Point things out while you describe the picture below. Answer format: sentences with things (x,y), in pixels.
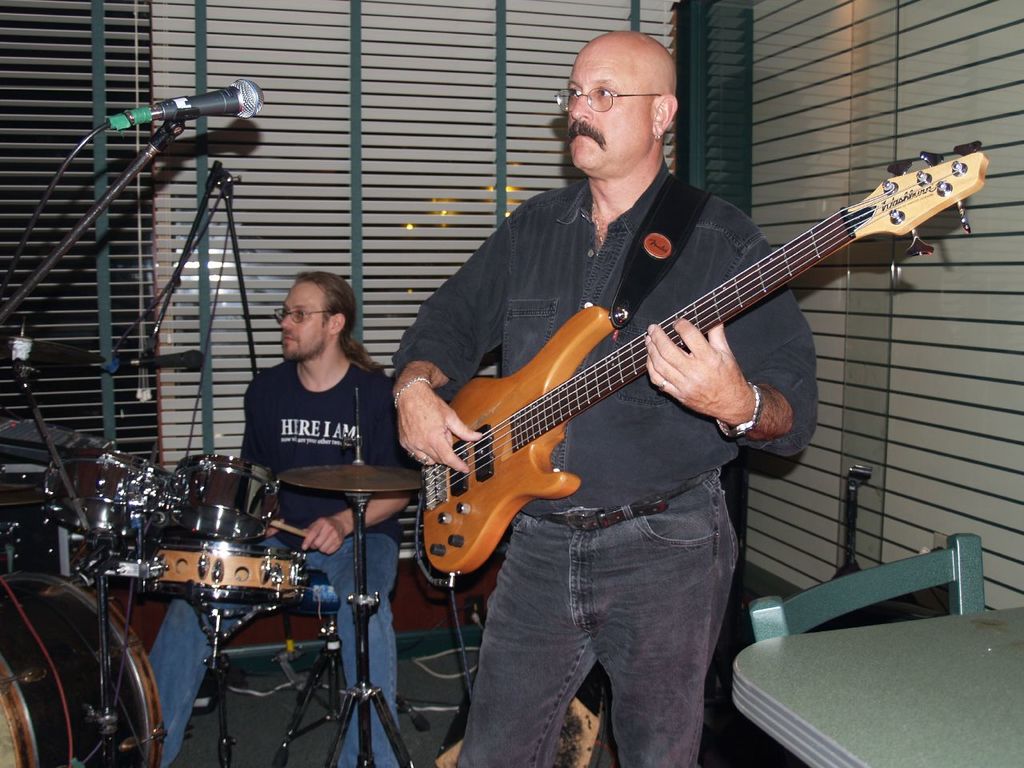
Here we can see one man (533,571) wearing spectacles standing in front of a mike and playing guitar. We can see one man (332,406) with a long hair (347,303), wearing spectacles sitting and playing drums (161,565). This is a table (850,695).
